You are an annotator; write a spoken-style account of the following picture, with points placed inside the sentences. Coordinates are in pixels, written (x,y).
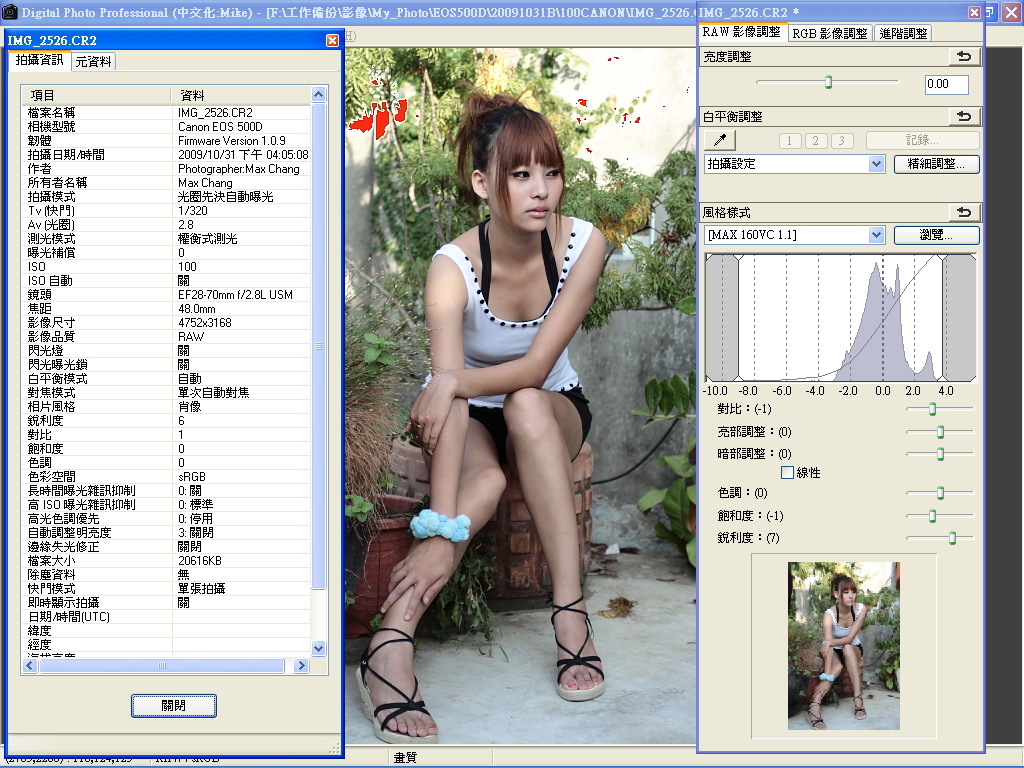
In this image there is a screen shot of a monitor (276,423) with an image (508,269) of a girl (526,418) and some text (211,314).
